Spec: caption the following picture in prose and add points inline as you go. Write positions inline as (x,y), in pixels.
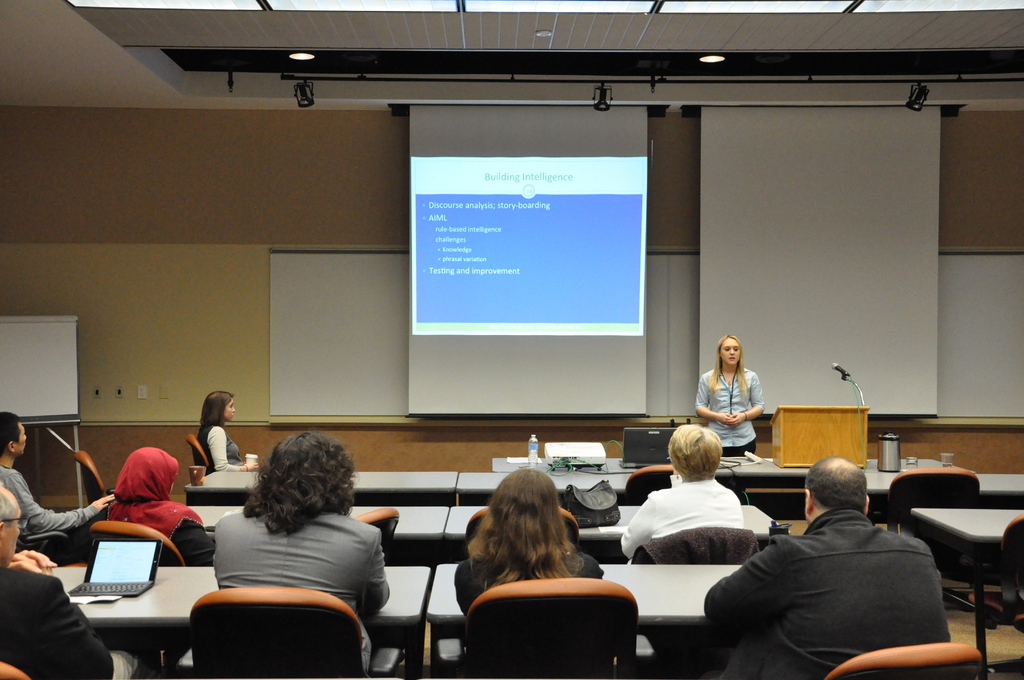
There are some people (479,526) sitting on chairs (351,675). There are tables (189,589). In the back (311,320) there is a screen (419,265) and boards (669,292). And a lady (735,379) is standing. In front of her there is a table (758,466) with stand (805,424), mic (839,370), kettle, glasses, bottle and many other items (564,449).
